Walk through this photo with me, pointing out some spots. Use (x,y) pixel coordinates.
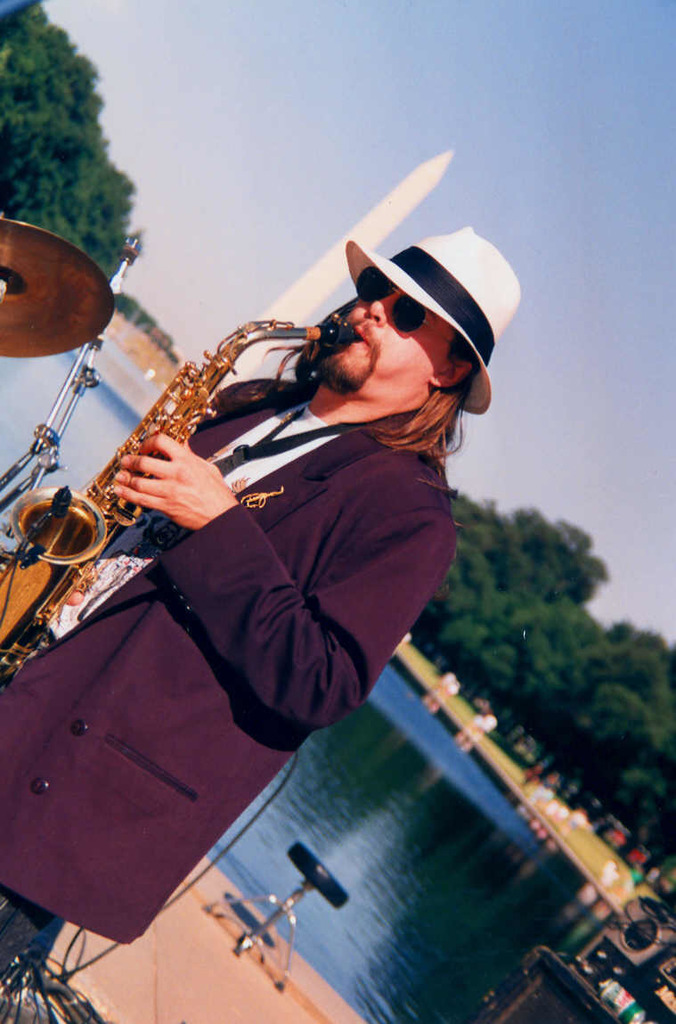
In this image I can see one person (328,392) is holding the musical instrument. I can see few trees (548,716), water (342,798), sky (589,40) and few objects (87,1016) around.
